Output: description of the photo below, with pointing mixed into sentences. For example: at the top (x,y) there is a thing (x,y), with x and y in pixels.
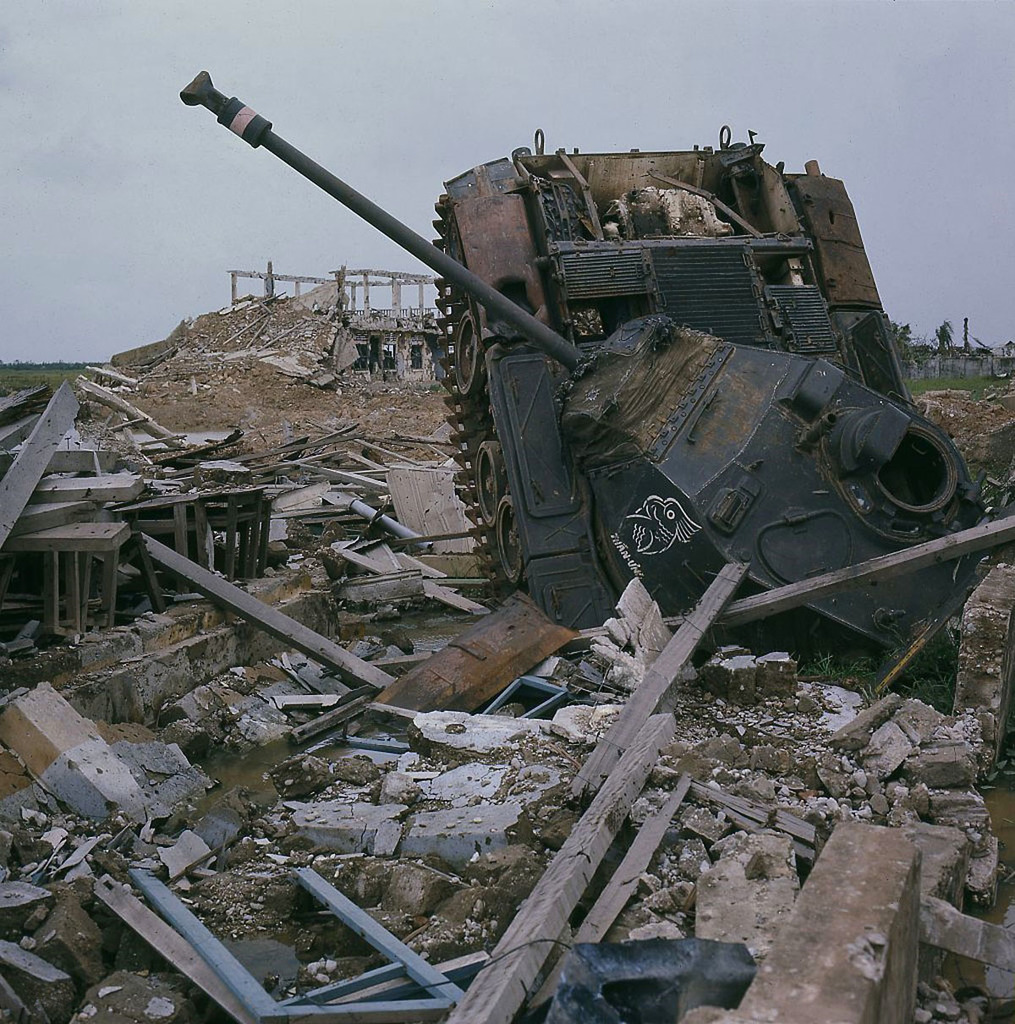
In this picture I can see the army tank (649,378), beside that I can see the scrap (512,699). At the top (35,128) I can see the sky (288,56) and clouds (288,56).
